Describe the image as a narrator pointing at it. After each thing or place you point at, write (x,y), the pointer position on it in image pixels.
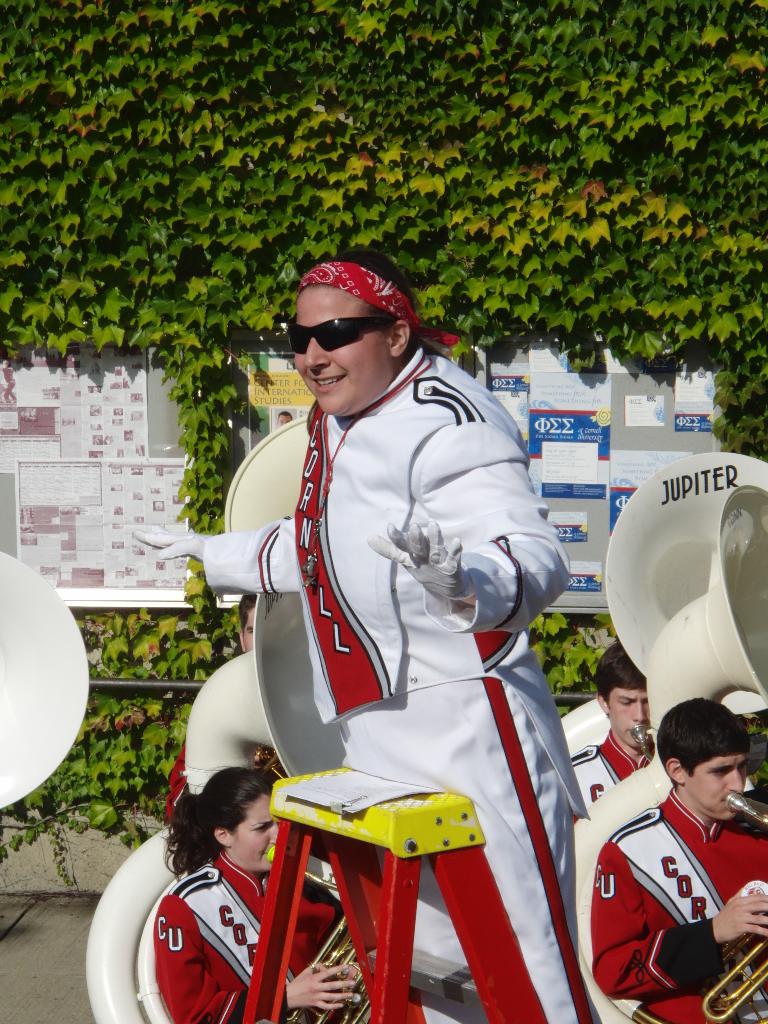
There is a person (446,441) in white color dress (453,441) smiling and standing on the ladder (491,871). In the background (206,949), there are another persons (180,903) playing musical instruments (151,926) at the footpath (64,978), there are posters (598,430) pasted on the board (154,430) and there are plants (699,202).
